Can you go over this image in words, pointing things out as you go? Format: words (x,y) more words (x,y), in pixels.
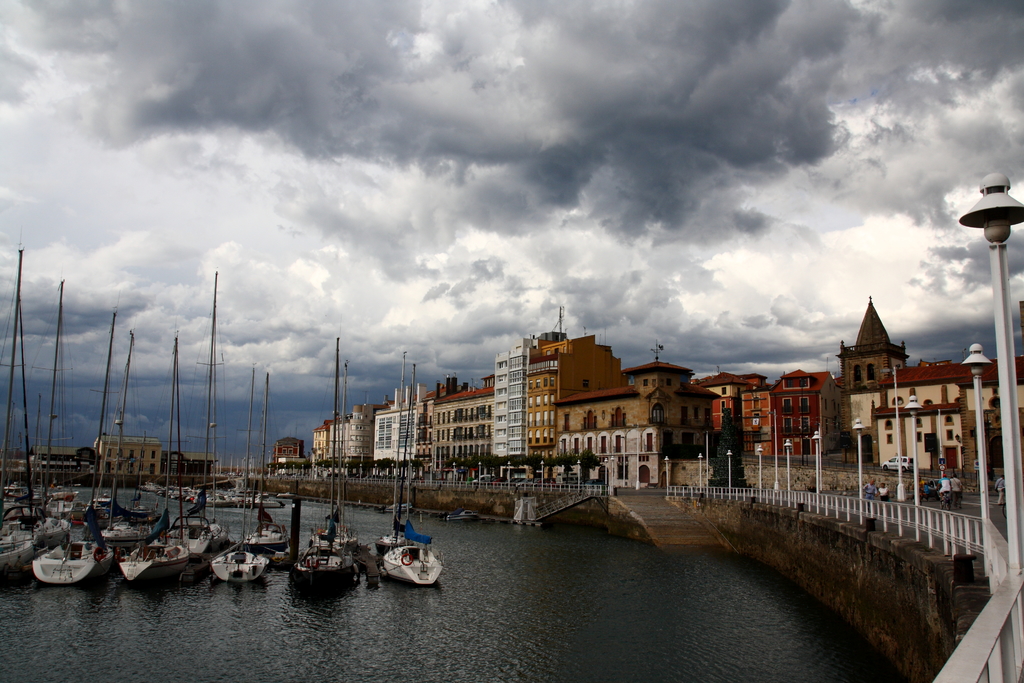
In this image, we can see buildings (863,402), poles (404,394), trees (728,469) and there are people (941,481) and vehicles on the road (904,471). At the top (228,148), there are clouds (429,159) in the sky (300,211) and at the bottom (117,519), there are boats (240,566) on the water (346,624).
